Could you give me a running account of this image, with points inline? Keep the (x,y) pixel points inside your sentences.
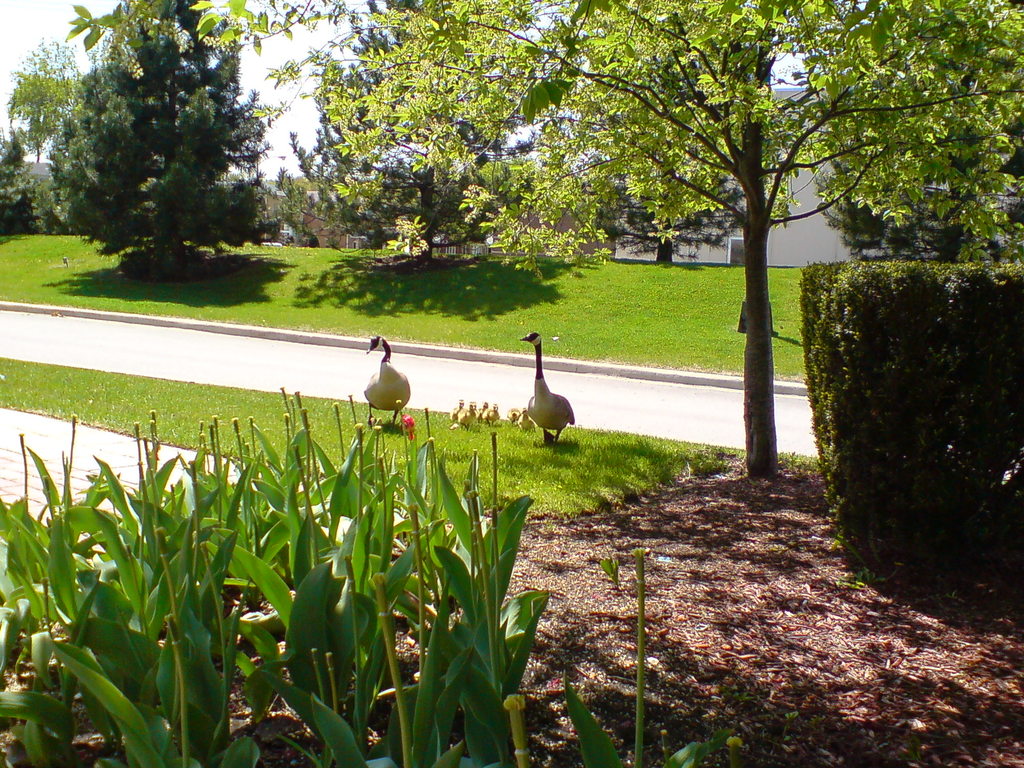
In this image we can see few plants (338,519) at the bottom (311,599). On the right side (880,383) there is a bush (944,412). Near to that there is a tree (747,231). Also there are geese (388,393) and goslings (473,412) on the grass (130,404). In the background (208,217) there are trees (141,242). On the ground (324,277) there is grass (540,286). Also there is sky (298,116).
